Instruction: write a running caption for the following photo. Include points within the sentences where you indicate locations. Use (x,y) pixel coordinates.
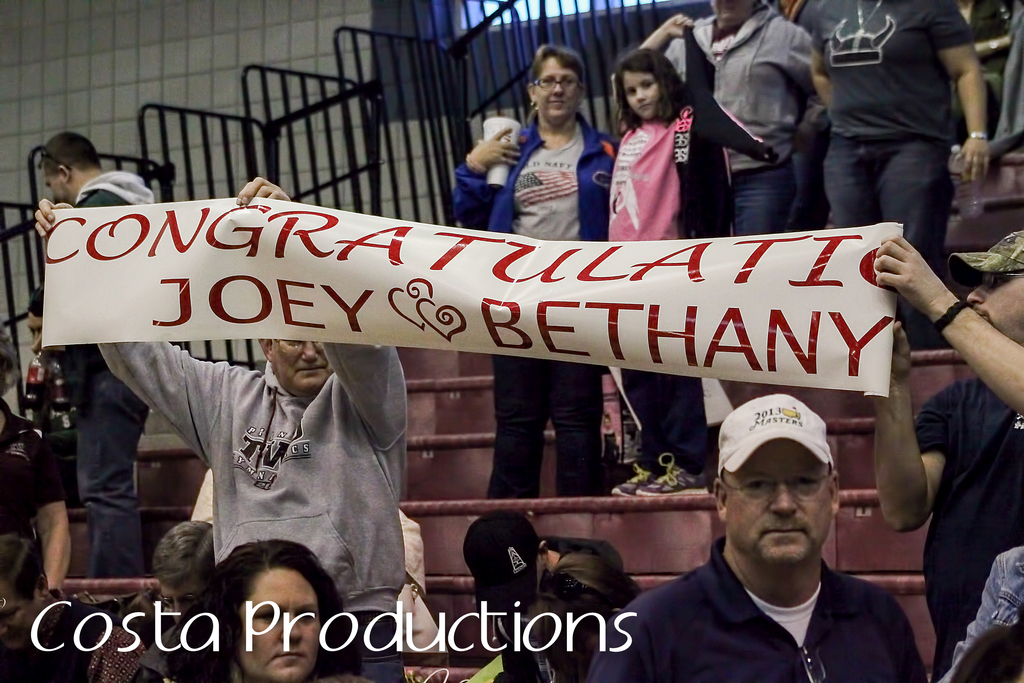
In this image we can see these two persons (970,286) are holding a banner (388,324) on which some text (54,263) is written also, we can see a few more people (902,101) standing on the stairs (681,550). In the background (237,103), we can see fence (132,158), windows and the wall (135,58). Here we can see some edited text (602,644) on the bottom left side of the image (164,613).
